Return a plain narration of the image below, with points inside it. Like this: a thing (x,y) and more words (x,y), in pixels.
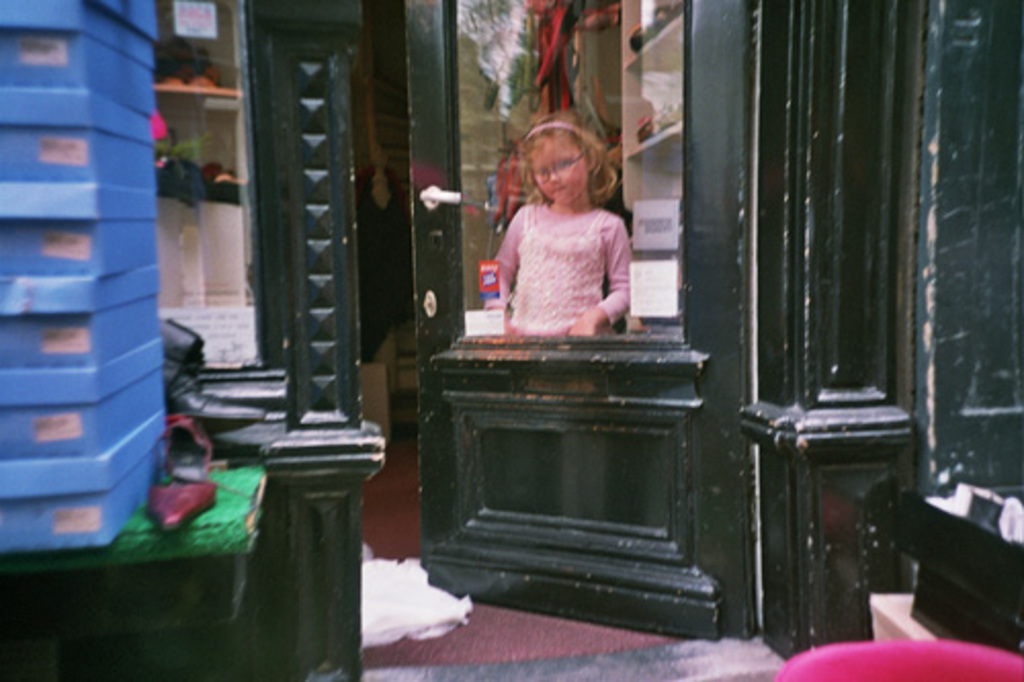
This picture is clicked outside the room. In the middle of the picture (513,296), we see a green door (580,407) and a mirror (616,94) in which girl (583,285) in pink dress (546,265) is standing. Behind her, we see a red color sheet (549,73) and trees (489,30). Beside her, we see a rack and a green color wall (827,543). On the left corner of the picture (50,305), we see many plastic boxes (46,308) which are in blue color, are placed on the table (85,556). We even see a white color plastic cover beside the door (632,545).
